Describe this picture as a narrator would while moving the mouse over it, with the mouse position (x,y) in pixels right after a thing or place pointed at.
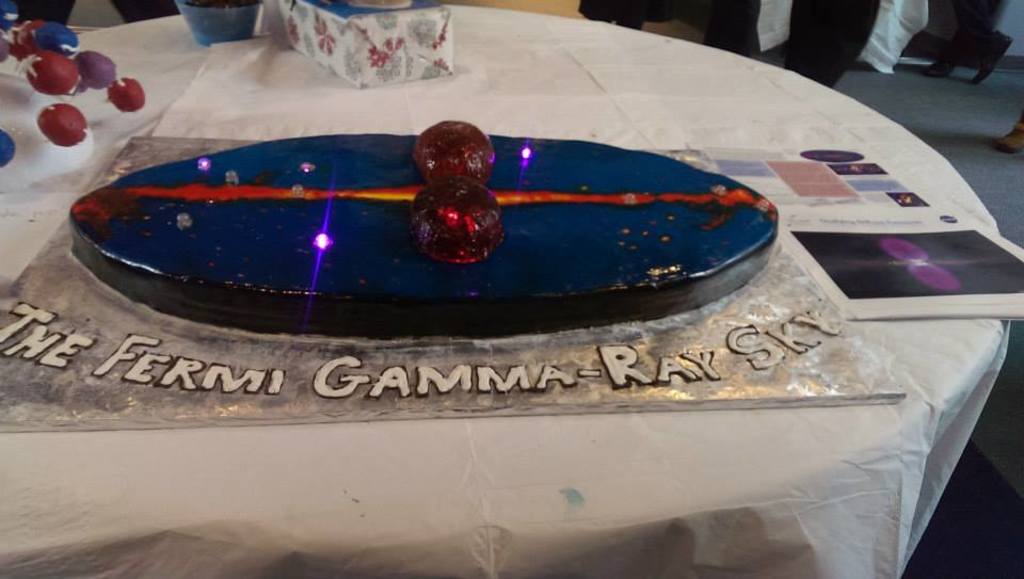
This picture seems to be clicked inside the room (471,138). In the foreground (165,378) we can see a table (246,56) on the top of which gift box (344,52), cake (490,213) and some other items (974,271) are placed. In the background (807,42) we can see the group of people (833,13) and some other items (772,17).
